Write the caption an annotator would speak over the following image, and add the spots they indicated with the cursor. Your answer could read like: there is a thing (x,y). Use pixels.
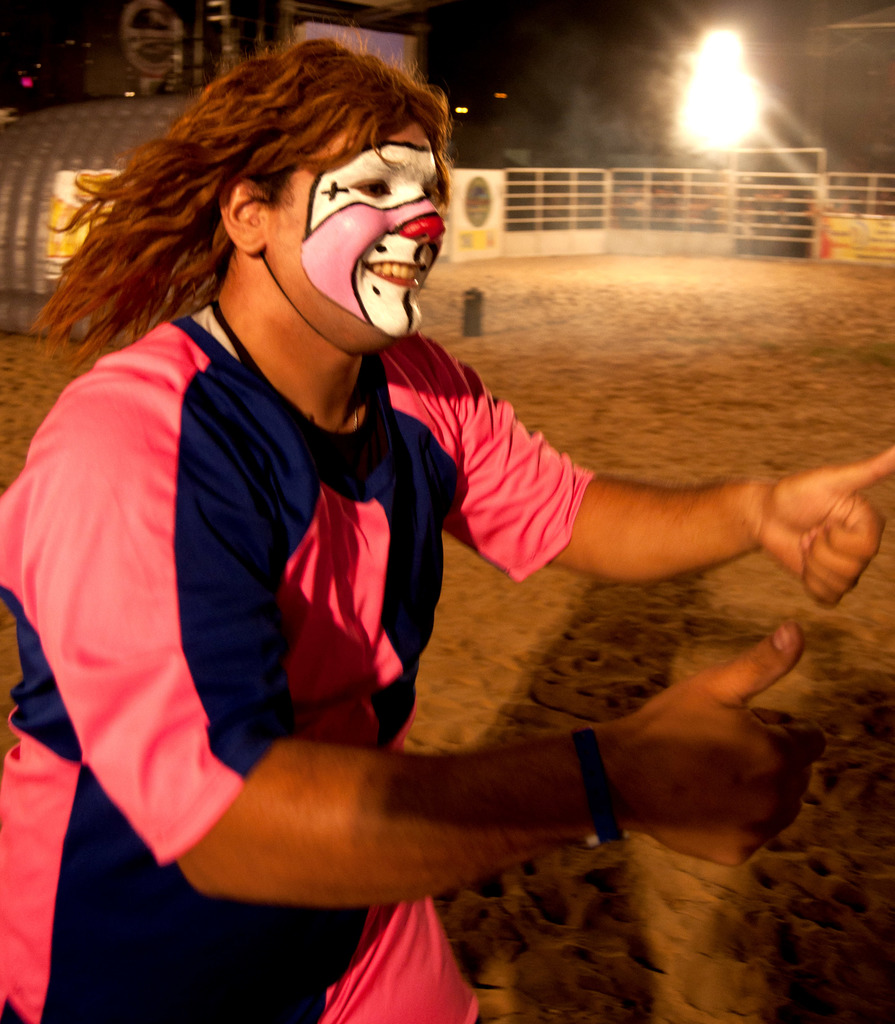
This image is taken outdoors. On the left side of the image (249,359) a person (304,505) is walking on the ground (560,984). He is with a painting (352,272) on his face (347,211) and he is with a smiling face (308,280). At the bottom of the image (684,947) there is a ground (657,647). In the background (775,197) there is a railing (725,198). There is a light (702,95) and is a board (861,242) with a text (874,224) on it. There is an object (167,125).
